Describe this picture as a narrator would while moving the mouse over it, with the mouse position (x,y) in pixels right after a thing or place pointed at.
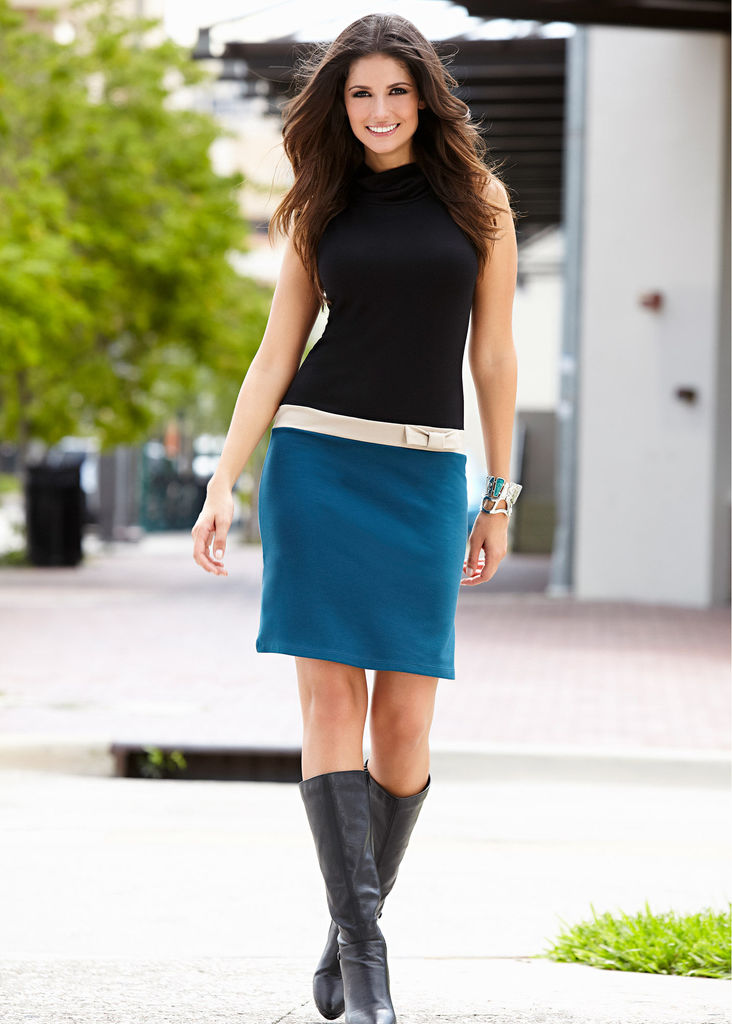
This image consists of a woman (355,586) wearing black top (384,218) and blue skirt (408,478) is walking. At the bottom (105,875), there is a road (126,941). In the background (148,199), there are trees (197,272). To the right (598,320), there is a wall (613,442).
